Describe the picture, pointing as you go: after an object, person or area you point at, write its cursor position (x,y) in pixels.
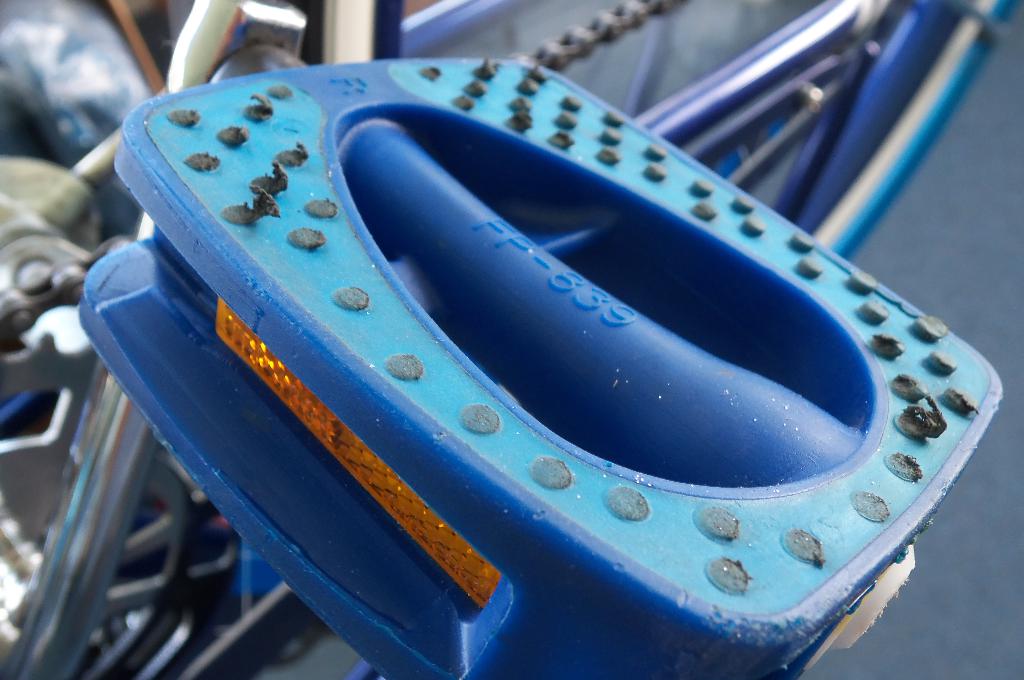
We can see blue object (566,166), behind this object (499,145) we can see chain (625,27) and rods (814,119).
